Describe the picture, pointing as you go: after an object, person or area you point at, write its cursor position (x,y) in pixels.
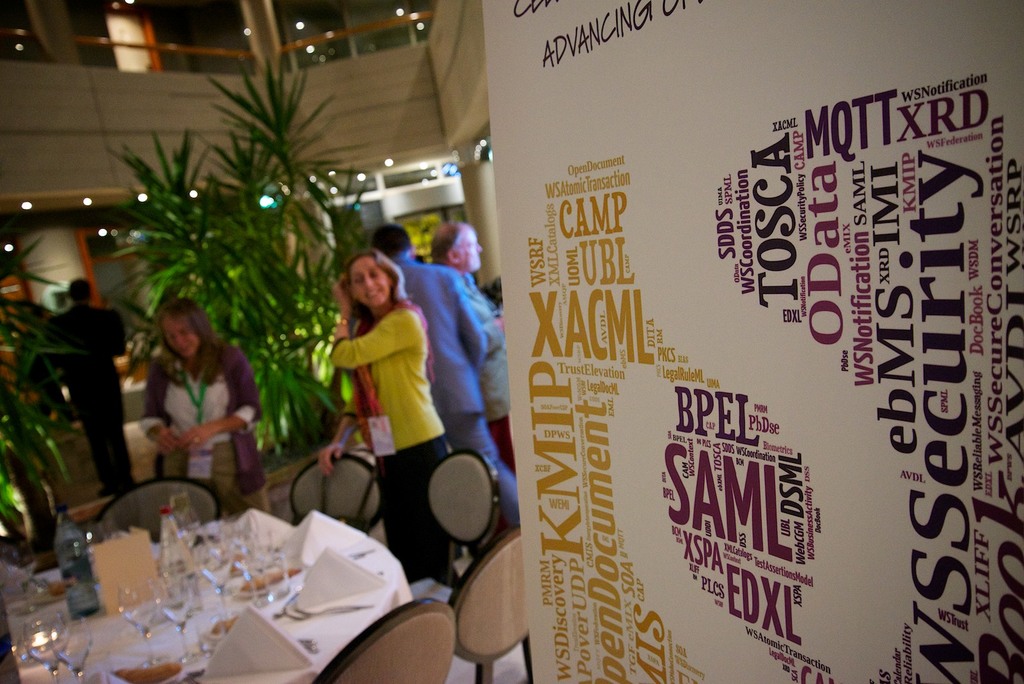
Here in this picture we can see number of people (357,385) standing on the floor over there and we can see chairs (328,487) with table (245,519) in front of it having glasses (167,596), bottles (164,566) and tissue papers (226,654) on it over there and we can also see plants (148,310) present over there and in the front (727,303) we can see a banner (556,245) present and we can see lights (272,207) present on the roof (105,215) over there.
